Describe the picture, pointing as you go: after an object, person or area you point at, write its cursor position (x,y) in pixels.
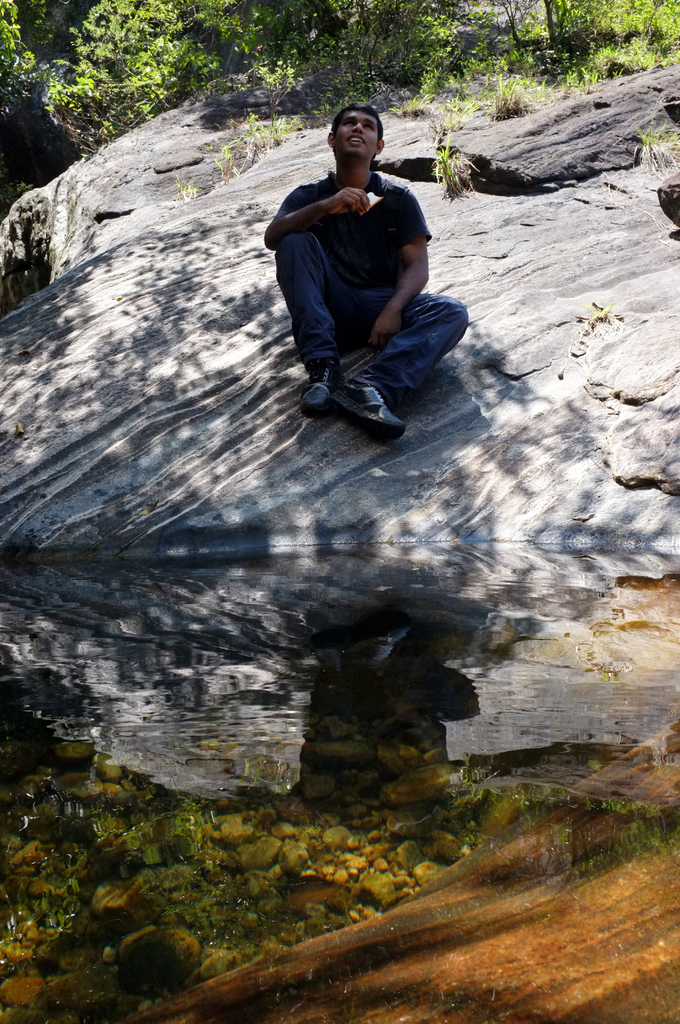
In this image I can see a person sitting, background (409,44) I can see trees (400,42) in green color.
